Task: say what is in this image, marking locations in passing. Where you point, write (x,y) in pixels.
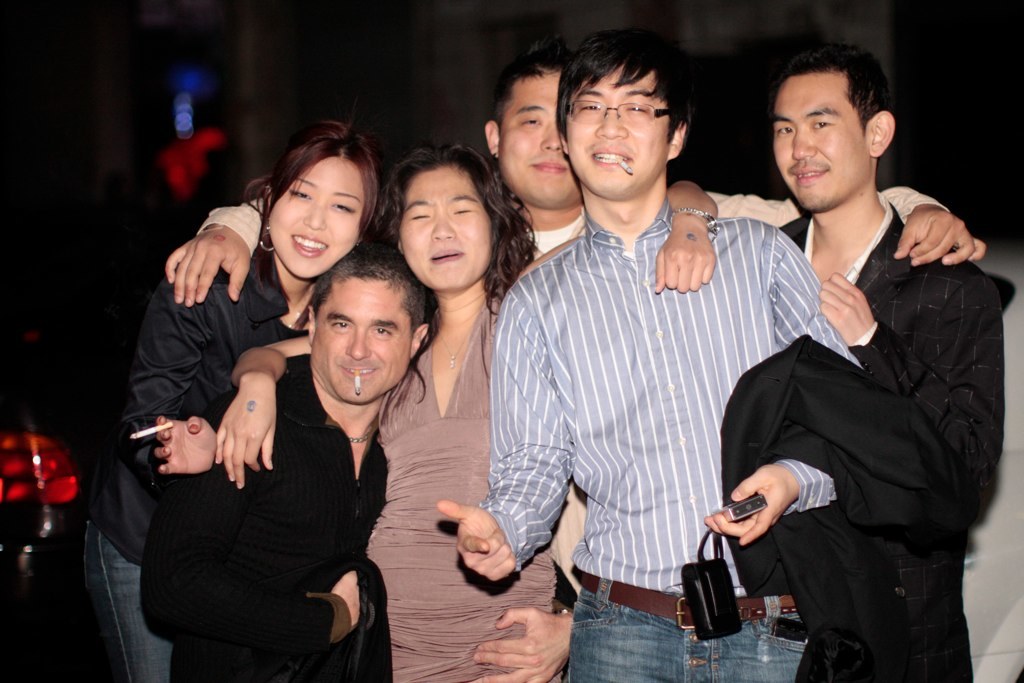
In this image there are group of people (618,165) who are posing for the picture. In the middle (667,387) there is a man (667,387) who is having a cigar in his mouth (606,157). Beside him there is another man (349,437) who is also having a cigar (356,384) in his mouth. In the background (168,122) it is blur. The man (665,365) in the middle (663,410) is holding the pouch (721,568) and a coat (810,451).
